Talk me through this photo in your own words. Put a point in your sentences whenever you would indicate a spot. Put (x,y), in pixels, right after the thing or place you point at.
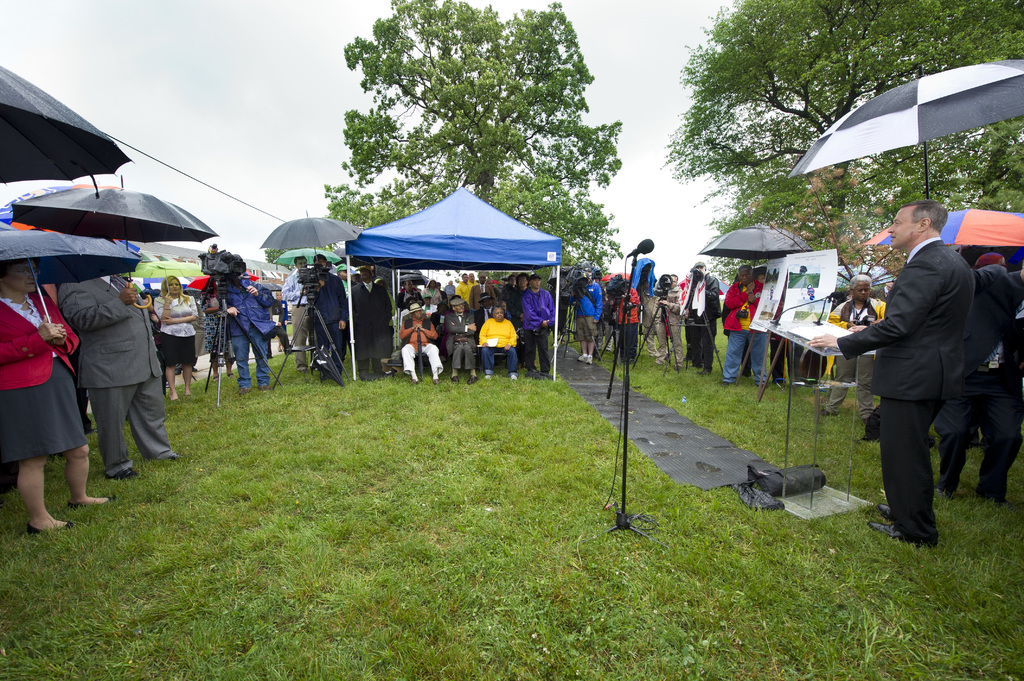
In the image we can see there are people (430,338) sitting on the chair (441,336) and others (525,349) are standing on the ground (320,385) and holding umbrellas (121,222) in their hand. The ground (570,397) is covered with grass (442,511) and behind there are trees (520,45).
